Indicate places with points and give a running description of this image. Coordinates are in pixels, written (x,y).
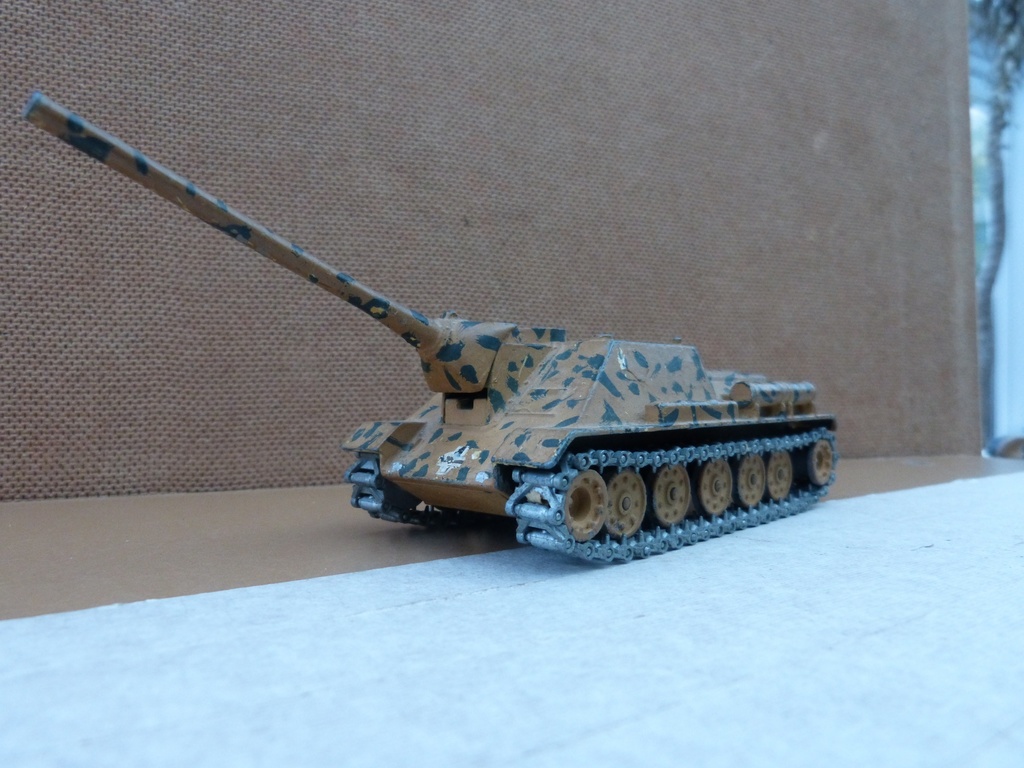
In this picture we can see a toy of army vehicle (569,465).
